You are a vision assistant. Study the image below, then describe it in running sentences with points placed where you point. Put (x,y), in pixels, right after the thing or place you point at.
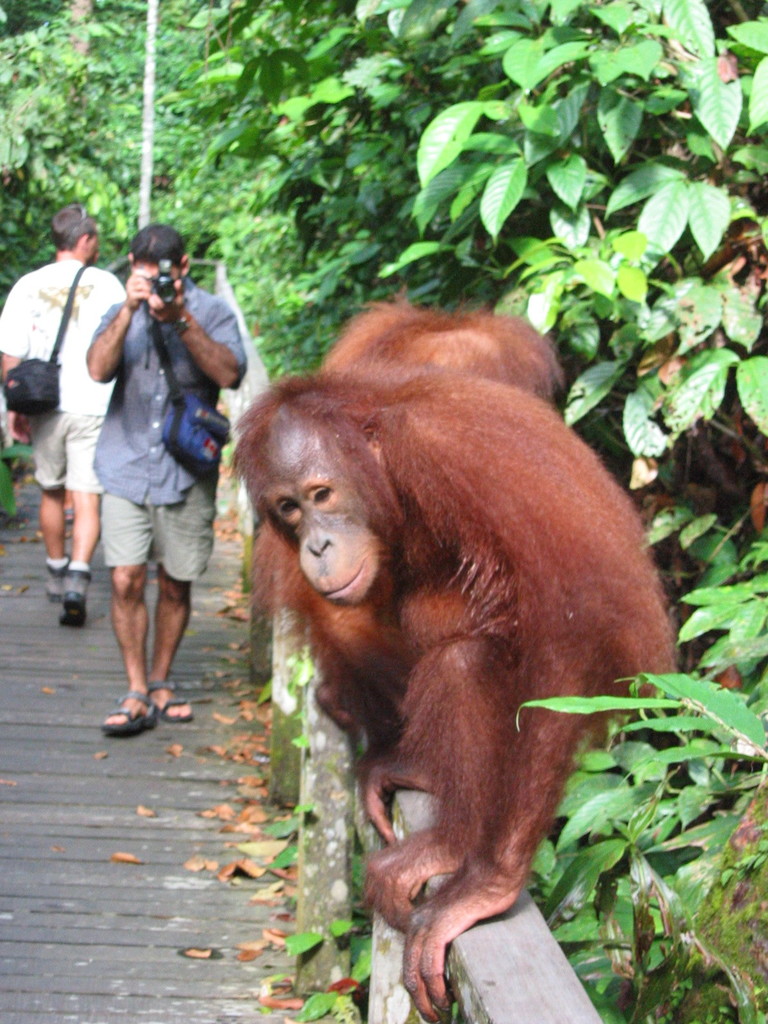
there is a monkey (322,445) sitting on a pole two persons (127,486) are walking one person (147,398) is capturing a picture of monkey (453,653) with a camera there are many trees (488,247).
